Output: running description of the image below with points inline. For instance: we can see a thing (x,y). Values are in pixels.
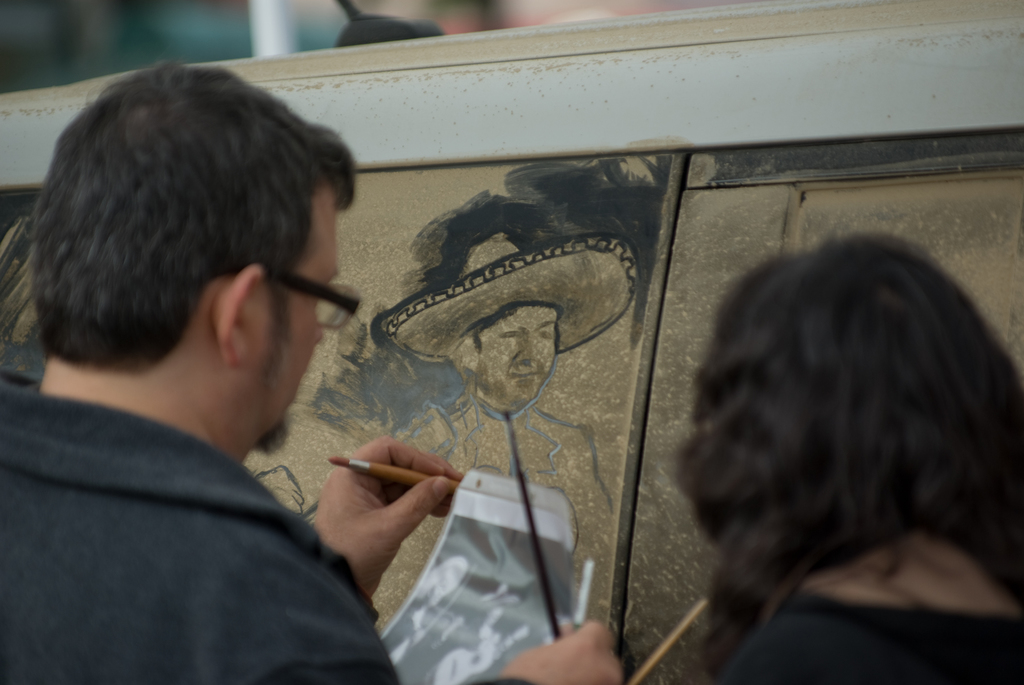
On the left side (176,226) there is a person (165,292) wearing specs (330,295) is holding a photo (463,581) and brushes (350,466). On the right side (788,553) there is a lady (839,607). In the back (499,302) there is a vehicle (435,275). On the vehicle (436,370) the person (102,525) is painting.
